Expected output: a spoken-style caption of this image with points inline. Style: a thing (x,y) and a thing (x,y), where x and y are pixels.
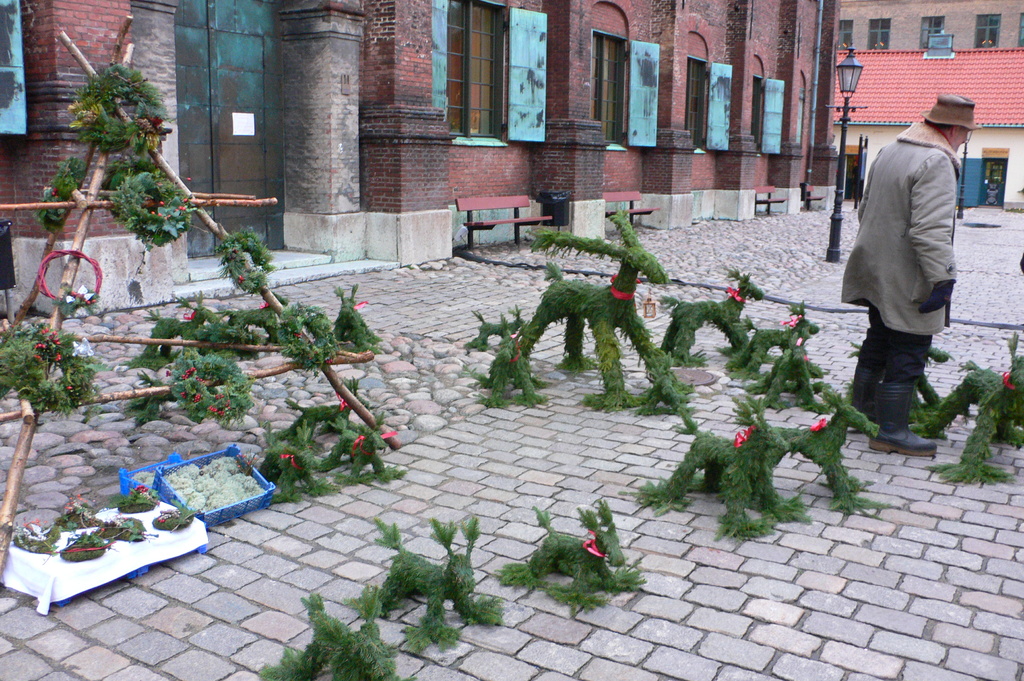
In this picture there is a man (949,286) who is standing near to the toys (663,373). On the floor (717,281) I can see many green toys (538,319). In the back (1020,165) I can see the building (412,191), shed (991,144), street light (965,154) and benches (623,199). On the top left (245,21) I can see the windows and door (200,106).
